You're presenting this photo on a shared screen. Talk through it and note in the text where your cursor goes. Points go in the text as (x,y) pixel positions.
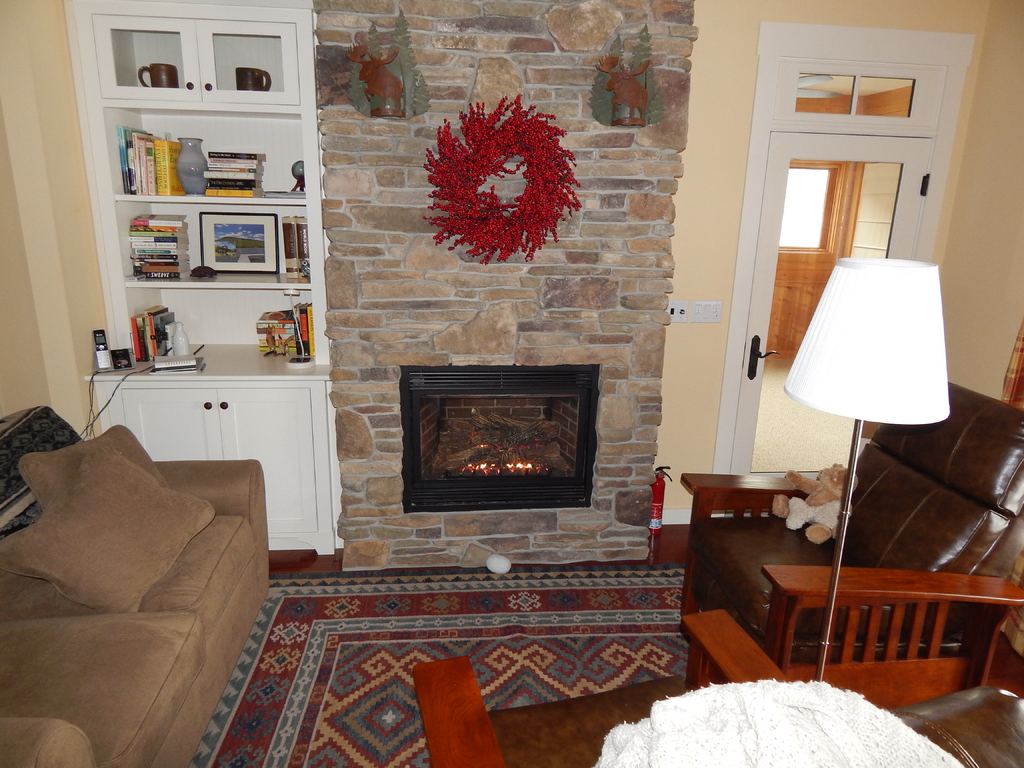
This is inside of the room (725,447) we can see sofa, chairs (1005,553), wall (349,234), furniture (114,407), books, glass door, lamp (818,388) with stand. From this glass door (802,279) we can see wall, door (796,299), floor (797,429). We can see toy (779,507) on the chair (932,566).
